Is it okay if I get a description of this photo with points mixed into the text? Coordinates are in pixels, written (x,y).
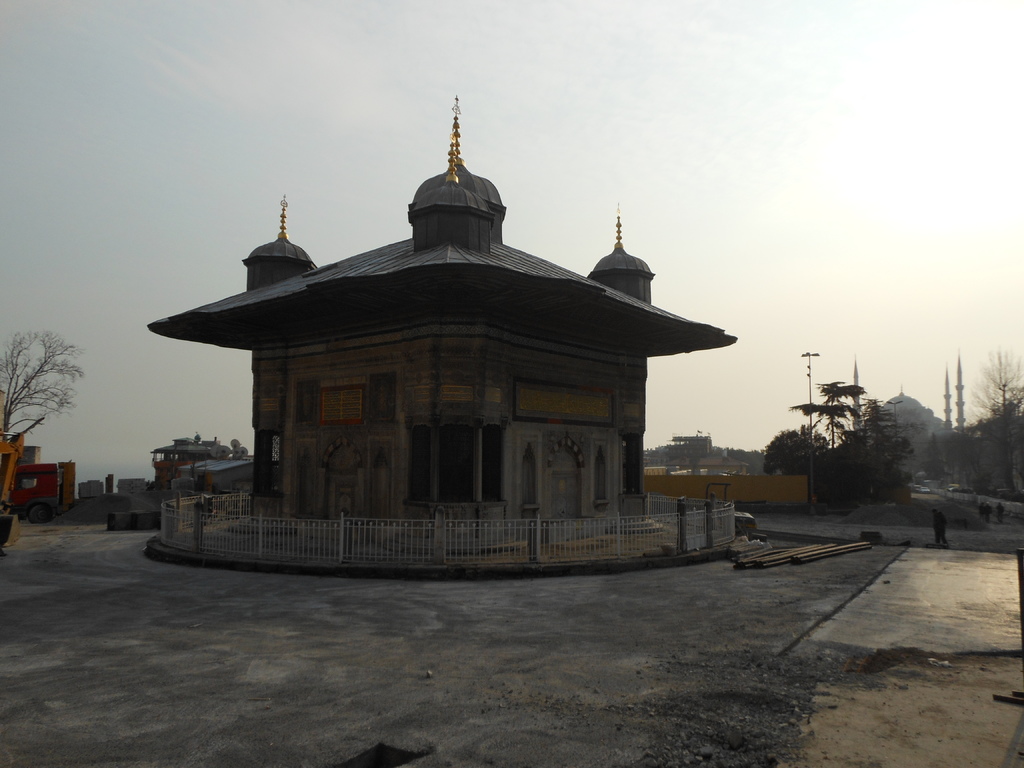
In this picture we can see monument (493,334) and fencing (710,519). In the back (1007,432) we can see mosque (910,410), street light (812,414), trees (891,464) and buildings (167,466). On the top (685,49) we can see sky (827,70) and clouds (827,70).
